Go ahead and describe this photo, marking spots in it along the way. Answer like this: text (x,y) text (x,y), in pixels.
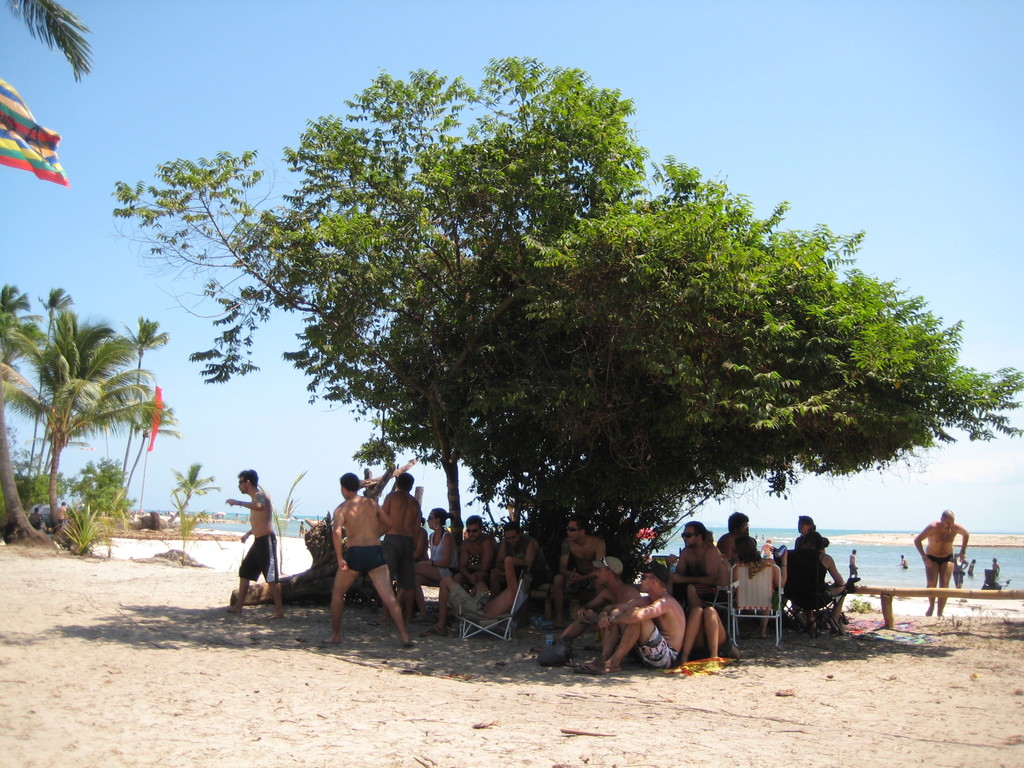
In this image we can see many people (714,580) are sitting under the tree (634,575). There are many trees (120,381) in the image. There is a sea (876,559) in the image. There is a flag (11,151) in the image. There is a blue sky (81,137) in the image.
